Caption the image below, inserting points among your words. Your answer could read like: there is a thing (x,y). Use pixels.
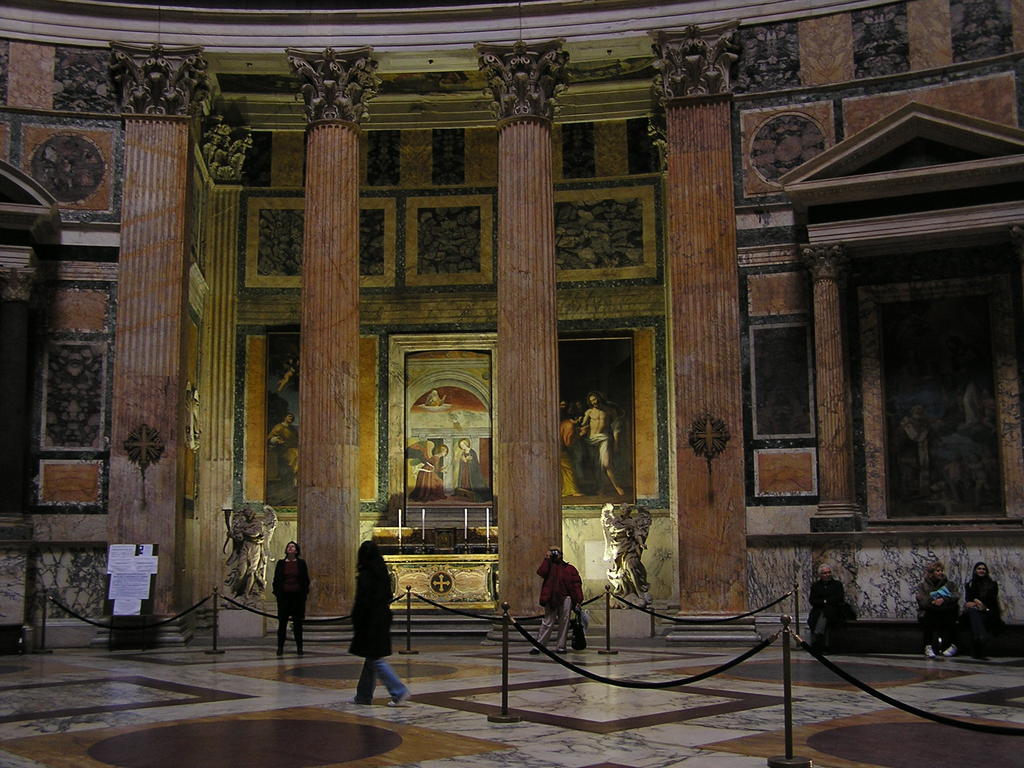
In the picture we can see inside the building (497,698) with tile flooring (592,691) and some railing (628,685) with posts (505,662) and some people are sitting on the bench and some are walking and one man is standing and behind them we can see some pillars (672,121) and behind it we can see a wall (369,412) with some paintings (408,423) on it.
